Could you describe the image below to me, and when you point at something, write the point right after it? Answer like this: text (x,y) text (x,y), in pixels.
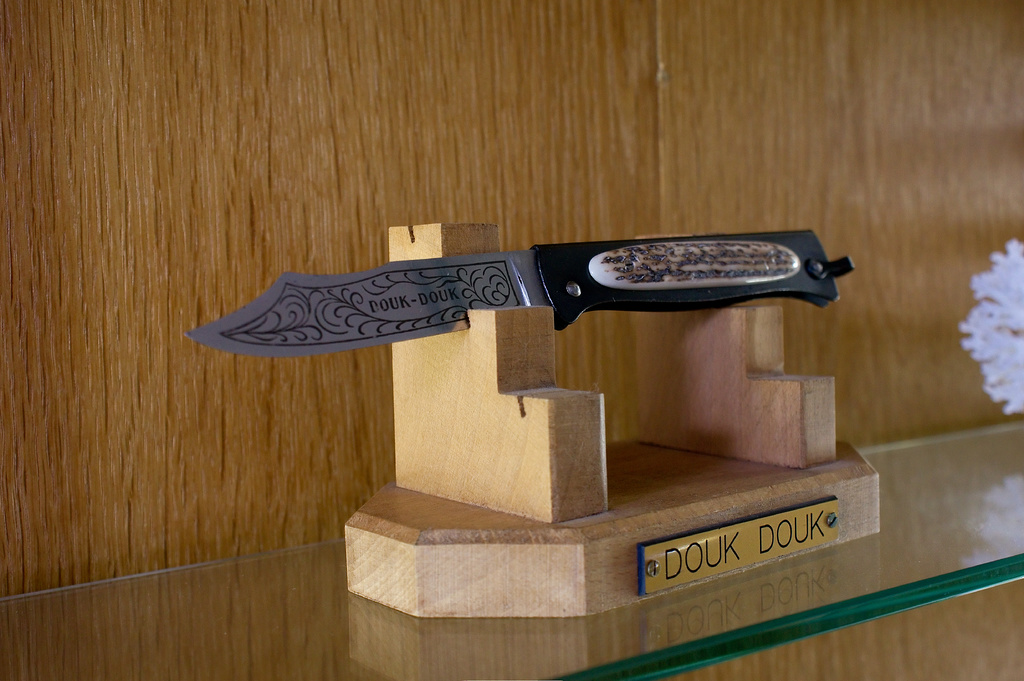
In this image, we can see the wooden wall (336,54) with the glass shelf (922,580) attached to it. We can also see a knife (701,282) on a wooden object (531,461) with some text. We can also see an object (974,287) on the right (1011,312). We can see the reflection (991,509) on the glass (923,565).
